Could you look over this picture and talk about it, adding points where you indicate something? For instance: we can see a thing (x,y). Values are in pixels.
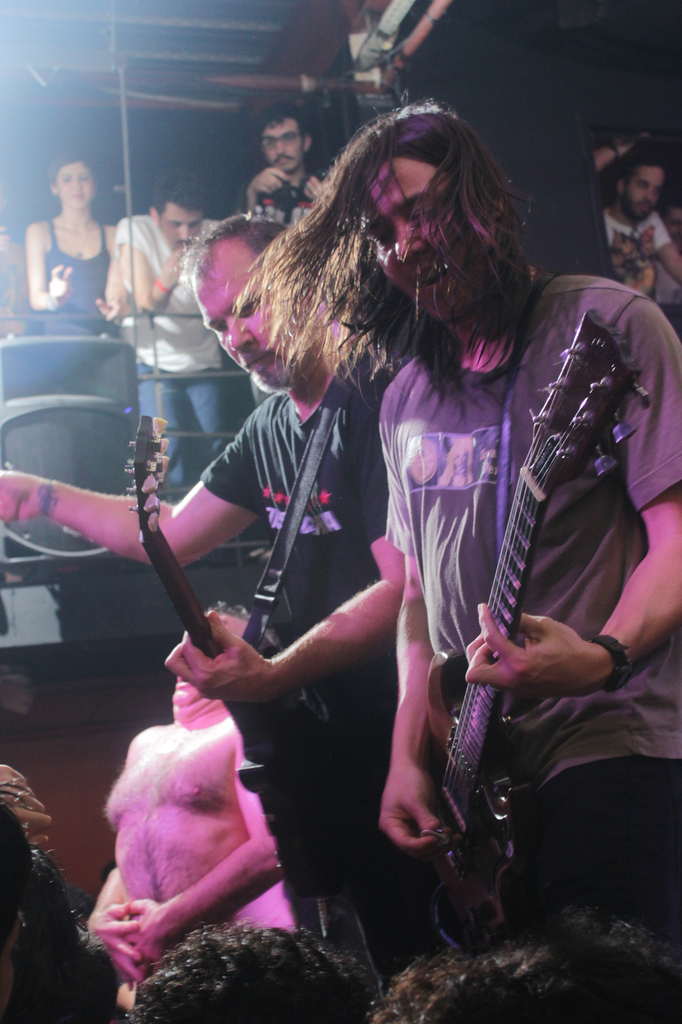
There is a group of people (262,309). They are standing and they are playing a musical instruments (272,743).
